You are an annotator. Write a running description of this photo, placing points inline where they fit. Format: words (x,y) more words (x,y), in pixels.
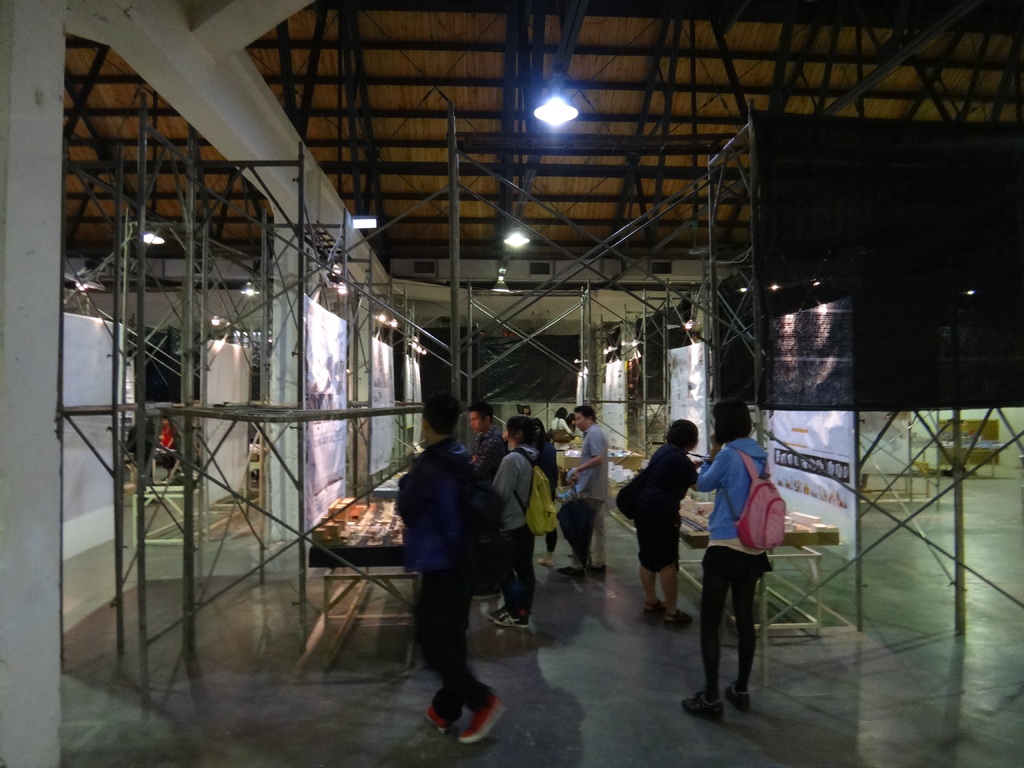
This image is taken inside of a shelter (218,292), where we can see persons (653,533) walking and standing on the floor (570,610), few objects (393,527) on the tables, rods (472,369), lights (520,242), banner (828,440) and the inside roof (546,42) at the top (690,17).
